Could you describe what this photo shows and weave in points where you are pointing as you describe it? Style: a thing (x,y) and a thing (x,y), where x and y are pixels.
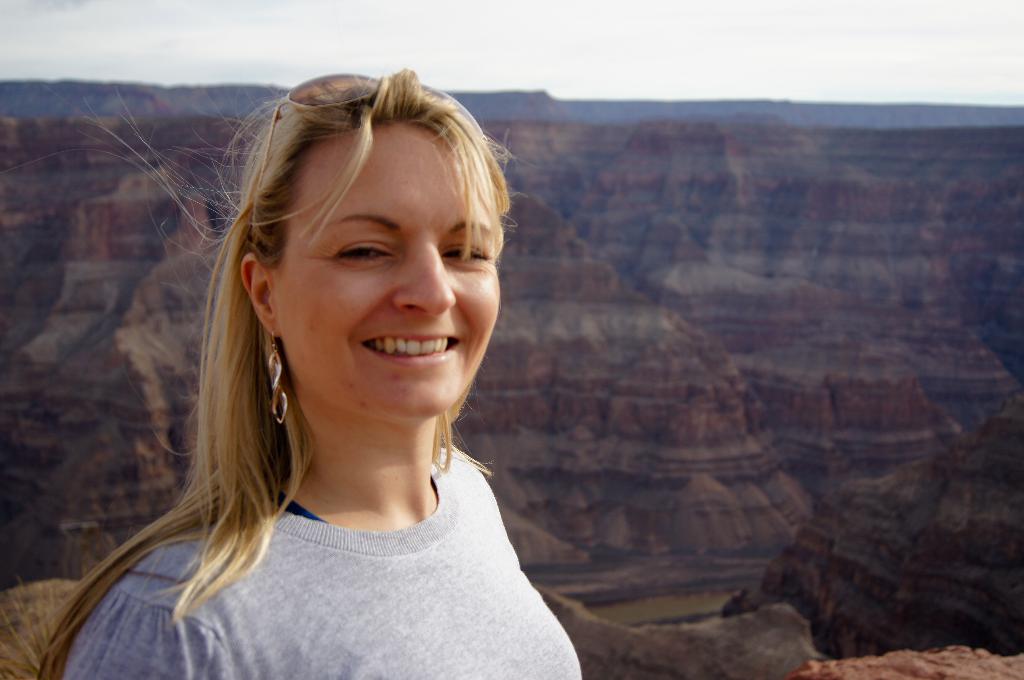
In this image I can see the person (276,476) wearing the ash color dress (327,564) and the person (370,353) is smiling. In the background (518,218) I can see mountains (580,227) and the sky (456,82).
